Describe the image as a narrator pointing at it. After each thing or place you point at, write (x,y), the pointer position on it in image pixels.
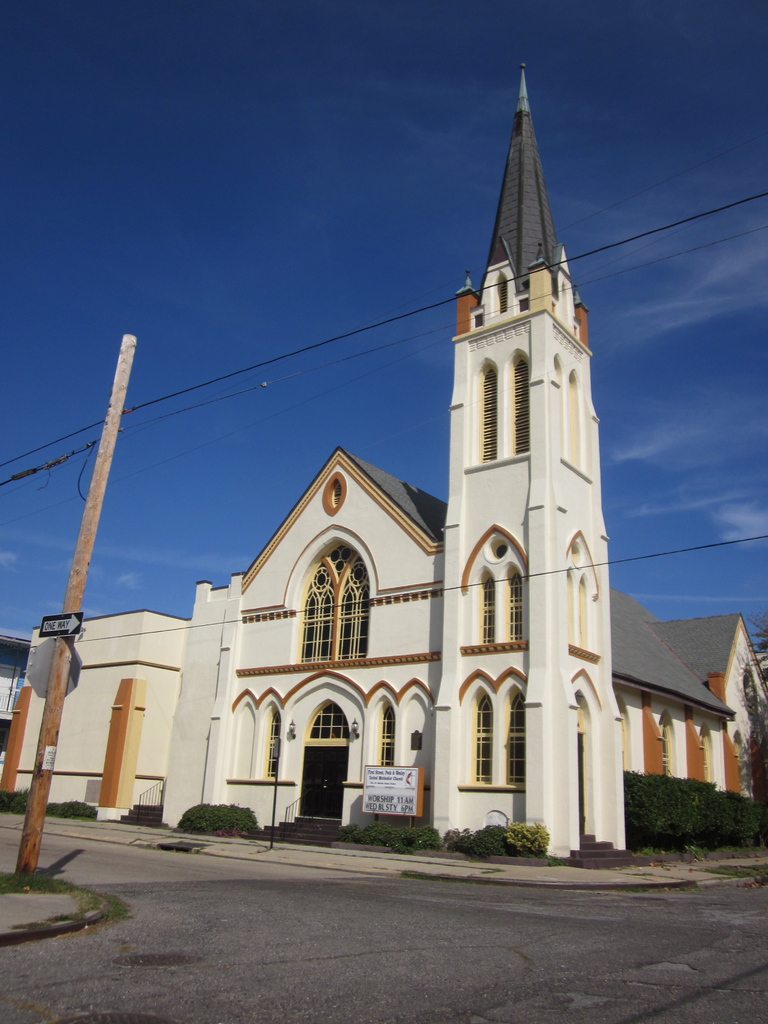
In this picture I can see there is a building (398,699) and it has a door (319,807), windows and there are poles (23,852) and there are trees (762,740) and the sky (416,199) is clear.
